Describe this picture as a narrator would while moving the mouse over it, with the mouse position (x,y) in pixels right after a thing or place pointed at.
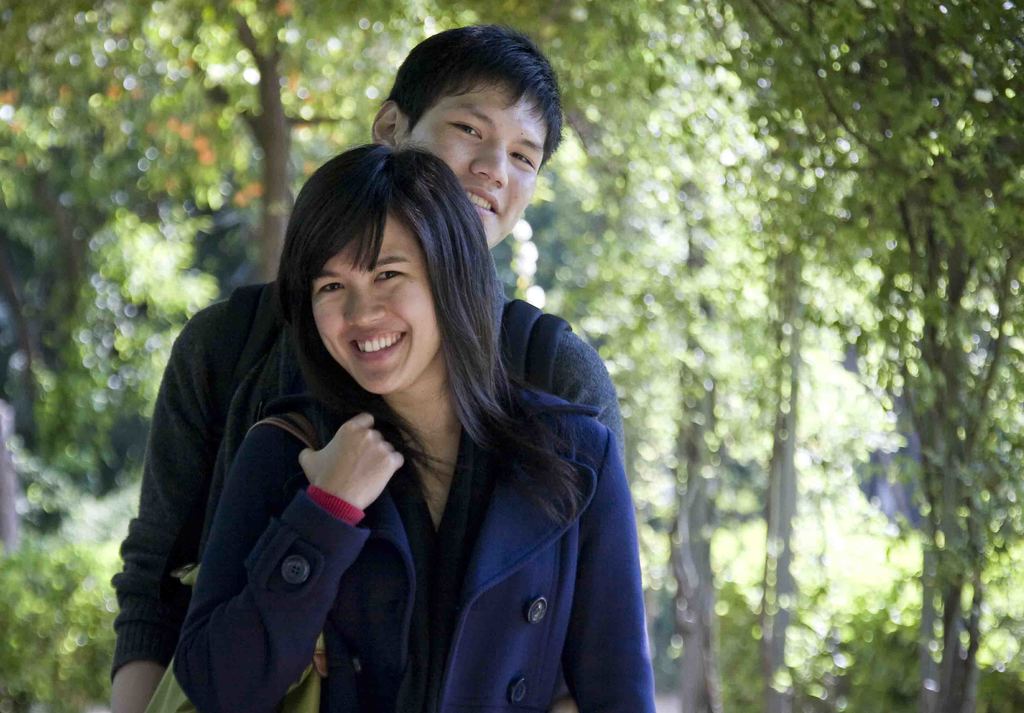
There is a boy (504,301) and a girl (410,245) standing in the foreground area (390,245) and greenery (655,218) in the background area (579,280).
